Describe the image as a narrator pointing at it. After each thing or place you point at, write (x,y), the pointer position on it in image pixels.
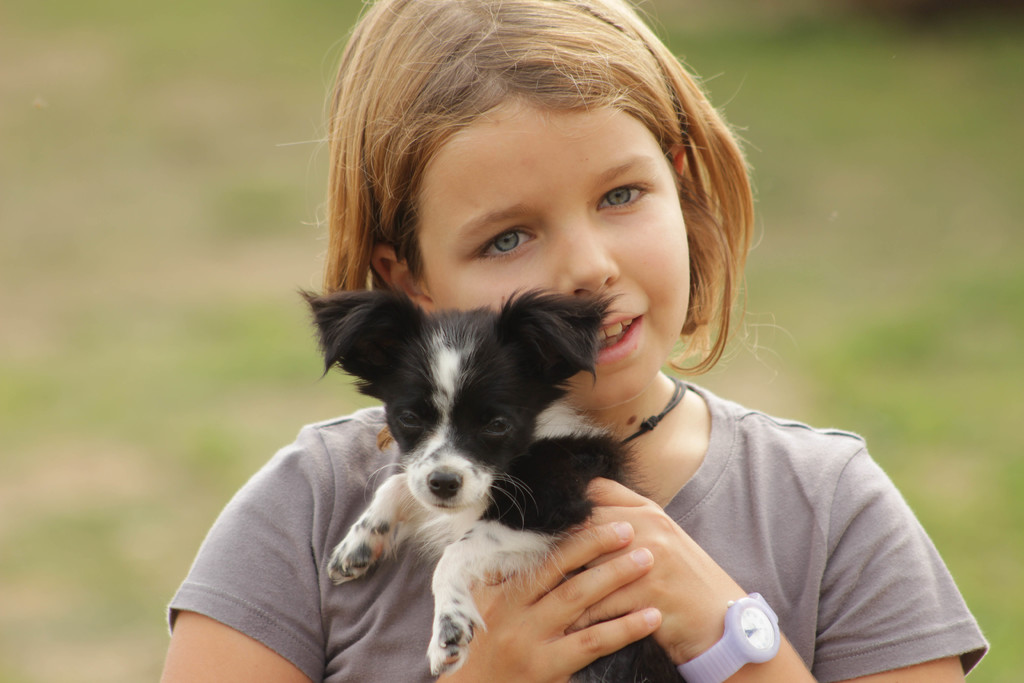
This girl (516,219) is holding a dog (543,502) and wore wrist watch (726,650).
